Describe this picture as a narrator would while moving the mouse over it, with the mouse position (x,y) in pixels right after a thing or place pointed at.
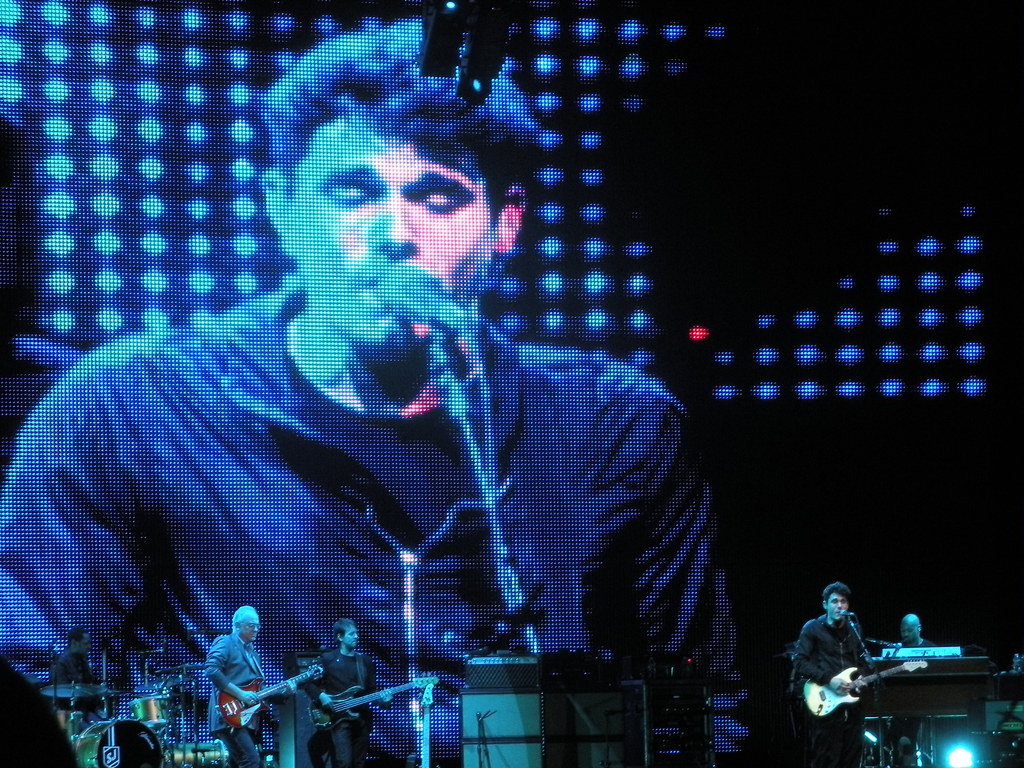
In this image I can see few persons (328,661) standing on the stage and holding guitars (811,701) in their hands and I can see few microphones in front of them. In the background (90,644) I can see a person (68,663) sitting in front of few musical instruments (125,721) and a huge screen (115,401) on which I can see a person (327,340) wearing black dress (277,436) and a microphone (461,412) in front of him and I can see few lights (489,56).
